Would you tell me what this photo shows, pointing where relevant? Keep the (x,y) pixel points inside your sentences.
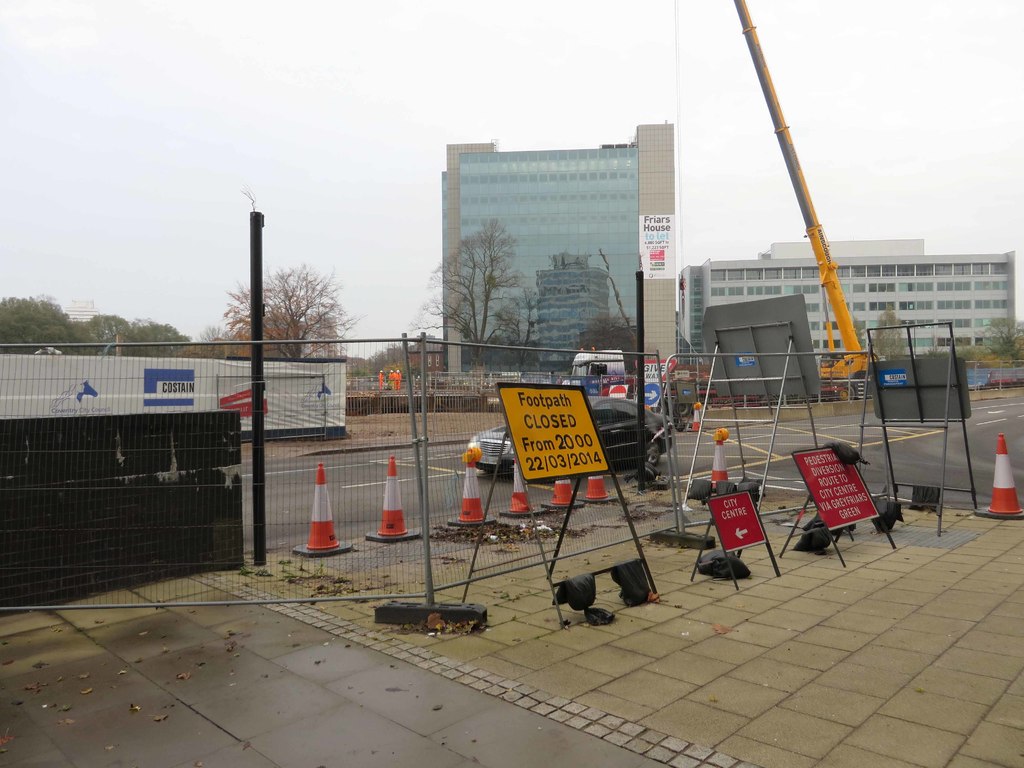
In this picture, we can see the path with some objects (603,466), like board (743,510) with some text (847,516), poles (258,262), fencing (276,381), posters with text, road (491,501), a few vehicles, glass building (670,293), buildings (787,293) with windows (787,292), trees (332,316), crane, and the sky (316,89) and a few people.
